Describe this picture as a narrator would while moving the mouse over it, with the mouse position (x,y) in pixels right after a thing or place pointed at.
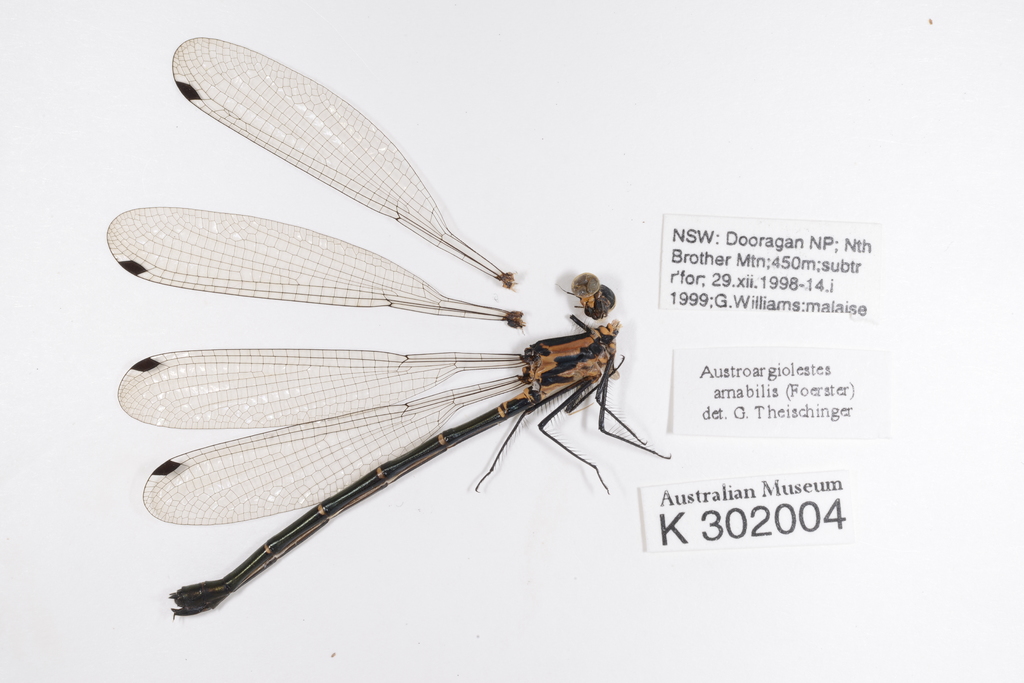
In the center of the image (544,391) there is a insect (503,409). There are papers (729,384) with text (755,386) on it.
